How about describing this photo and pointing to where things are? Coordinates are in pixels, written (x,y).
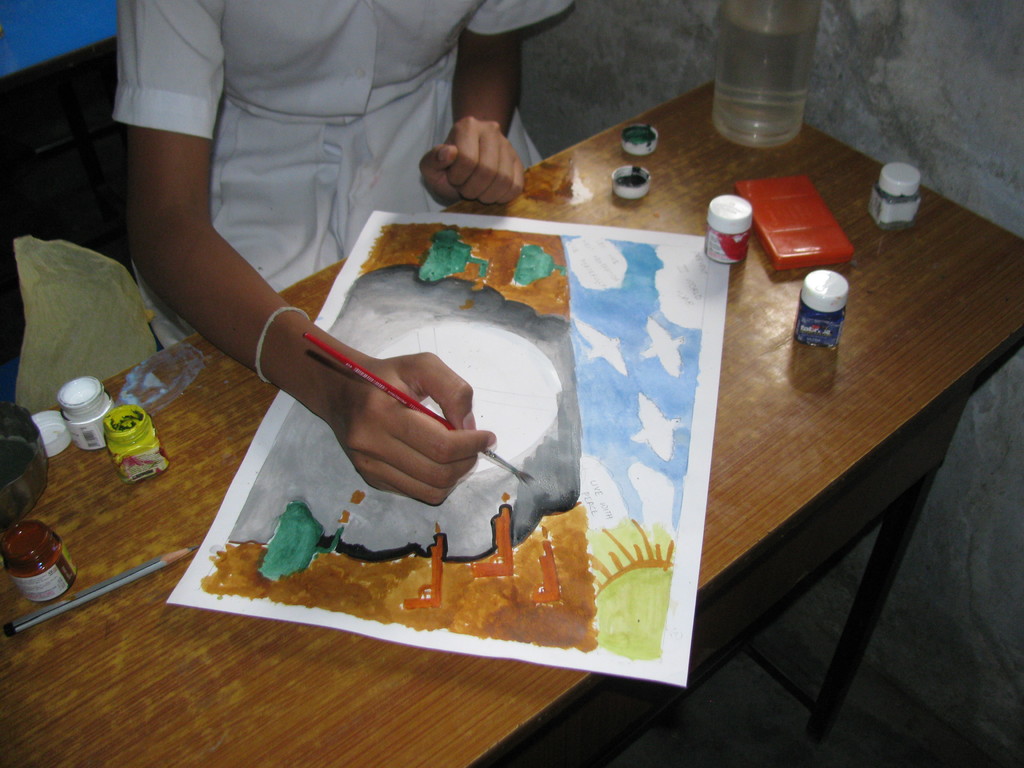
In this picture there is a girl (348,151) at the top side of the image (381,137) and there is a bench (158,527) in front of her, on which she is painting and there are paint bottles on the bench (376,756).
